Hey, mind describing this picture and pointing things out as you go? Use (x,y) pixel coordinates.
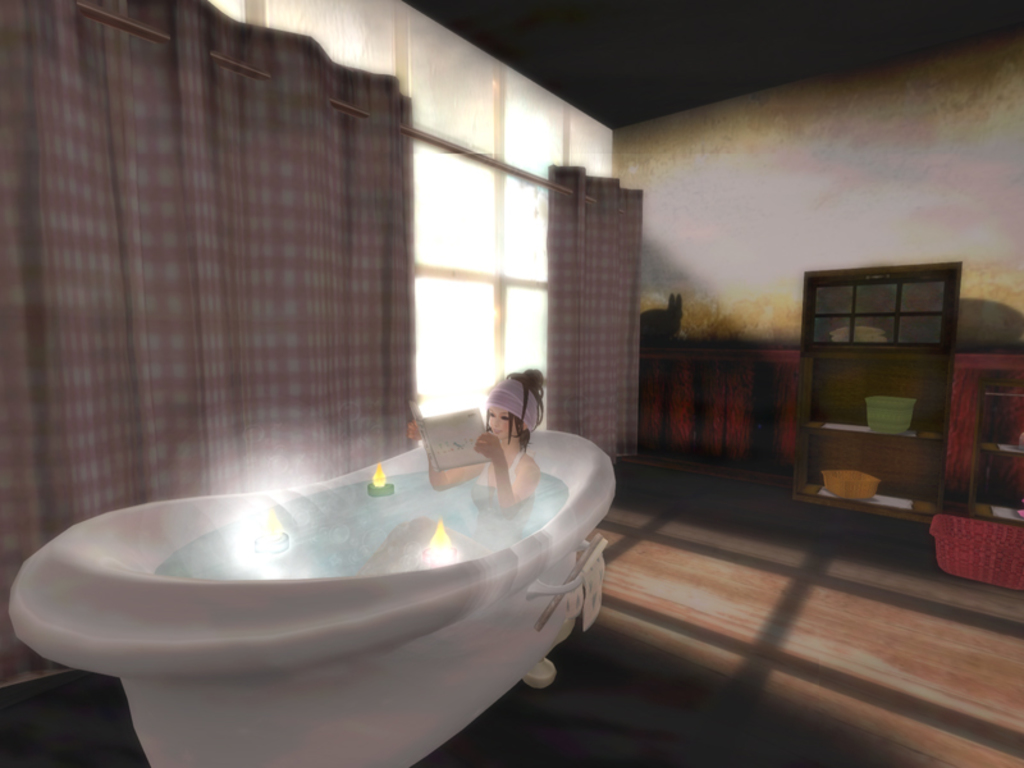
As we can see in the image there is a woman (486,492) holding book (466,463) and sitting on bathtub (485,588). There is a wall (861,87), curtains (319,297), windows (429,266), shelves (809,424), trays (873,404) and a tub (953,535).
